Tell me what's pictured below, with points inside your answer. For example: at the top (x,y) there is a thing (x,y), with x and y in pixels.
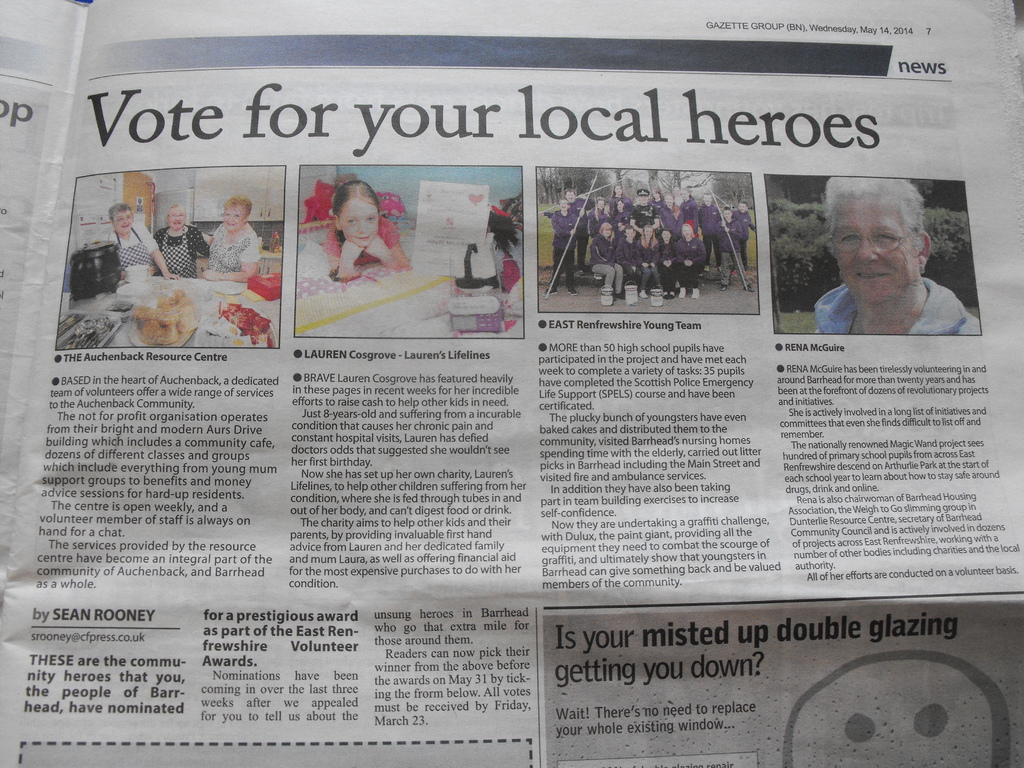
In this image we can see one newspaper (791,72) with text (625,112), numbers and images (126,279). In this newspaper (141,252) we can see some people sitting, some people (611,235) standing, few people (742,223) are holding objects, some objects (246,331) on the table (189,286), some objects (421,206) on the bed (437,298), one girl (374,261) lying on the bed (381,284), two plates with food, some objects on the ground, some objects (281,244) behind the women (234,217), some trees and grass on the ground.
